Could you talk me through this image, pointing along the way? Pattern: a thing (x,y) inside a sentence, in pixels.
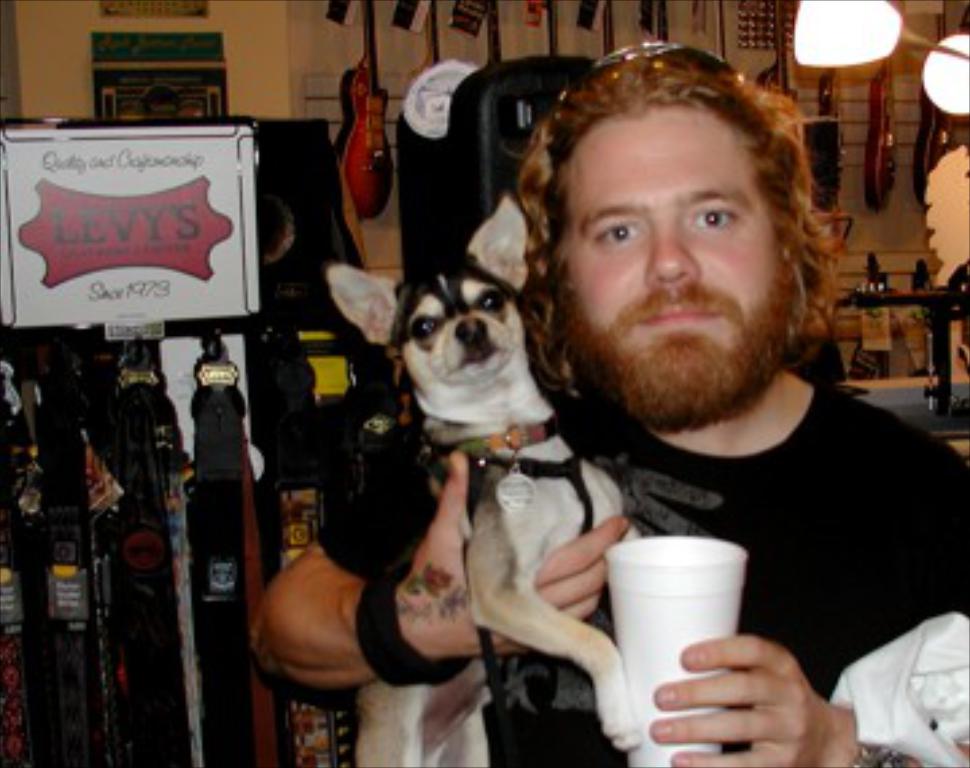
In this image i can see a man (794,361) holding a glass (674,651), a dog (536,513). At the back ground (111,214) i can see a board (111,214), musical instruments (723,25) hanging, a light (824,28) and a wall (338,72).
